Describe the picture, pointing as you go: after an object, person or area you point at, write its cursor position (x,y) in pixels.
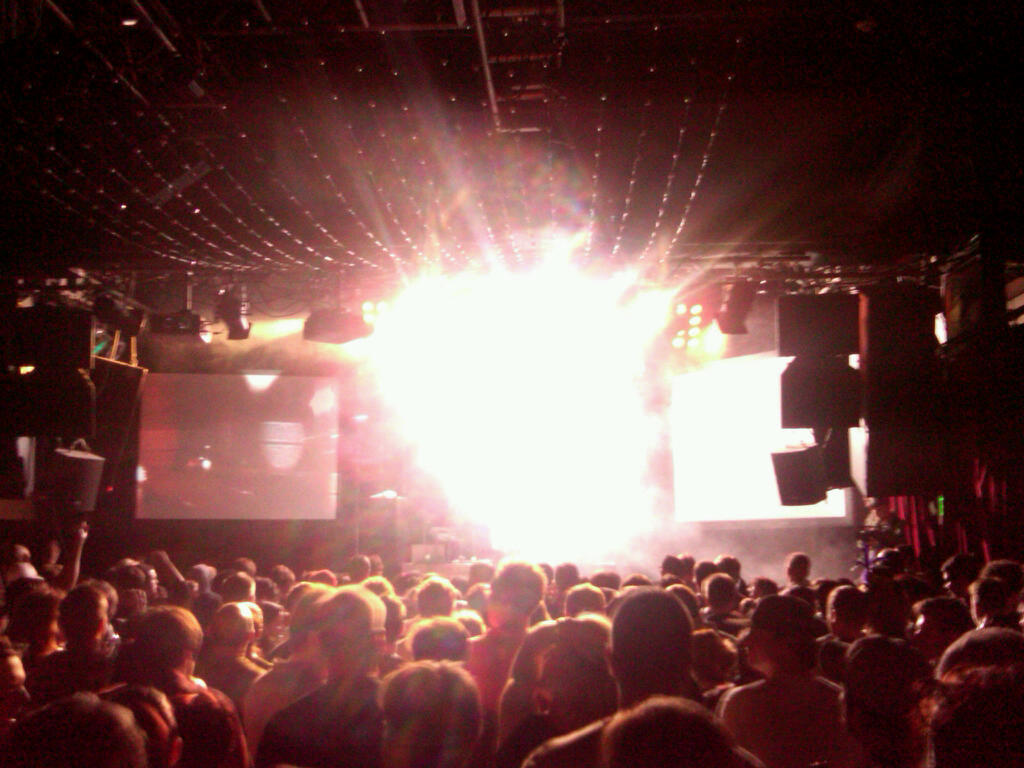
In this picture we can see a group of people (112,619) standing, speakers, lights (542,412), screens (309,457) and some objects (911,515).
